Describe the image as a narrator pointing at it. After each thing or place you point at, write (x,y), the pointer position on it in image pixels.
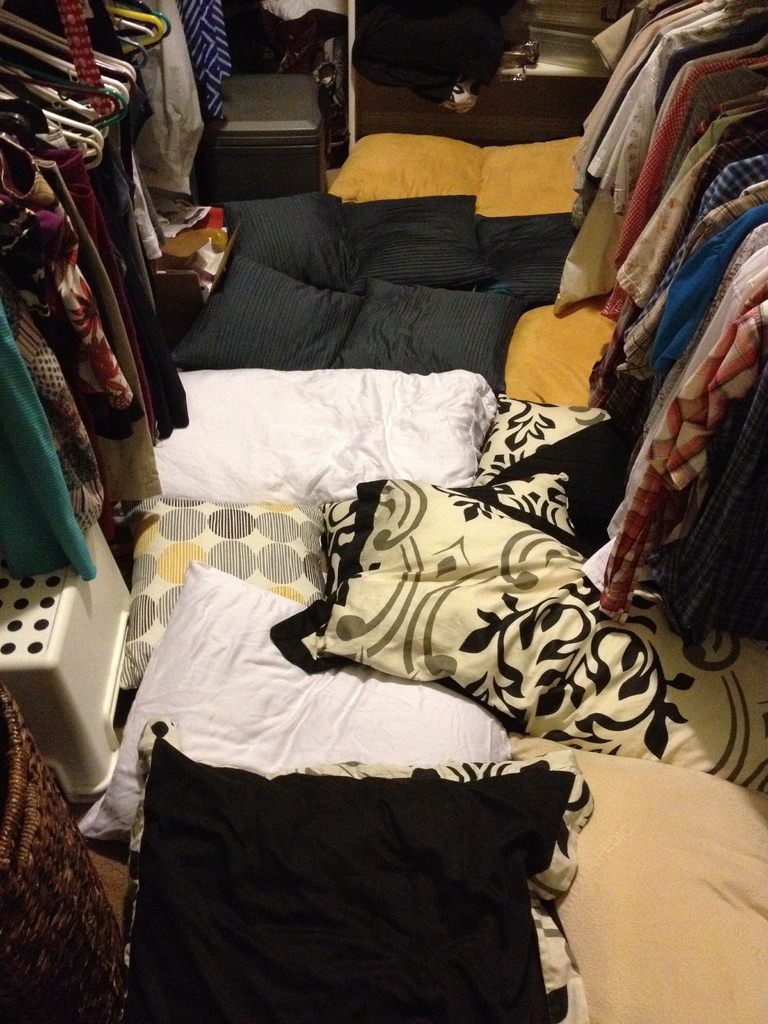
In this image in the center (290,585) there are some pillows (506,583), and on the right side (687,315) and left side (67,485) there are clothes (73,439), hangers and there is a stool (89,642), basket (67,858). In the background (390,90) there is a cupboard (400,99), in the cupboard (534,71) there are objects (424,80).
